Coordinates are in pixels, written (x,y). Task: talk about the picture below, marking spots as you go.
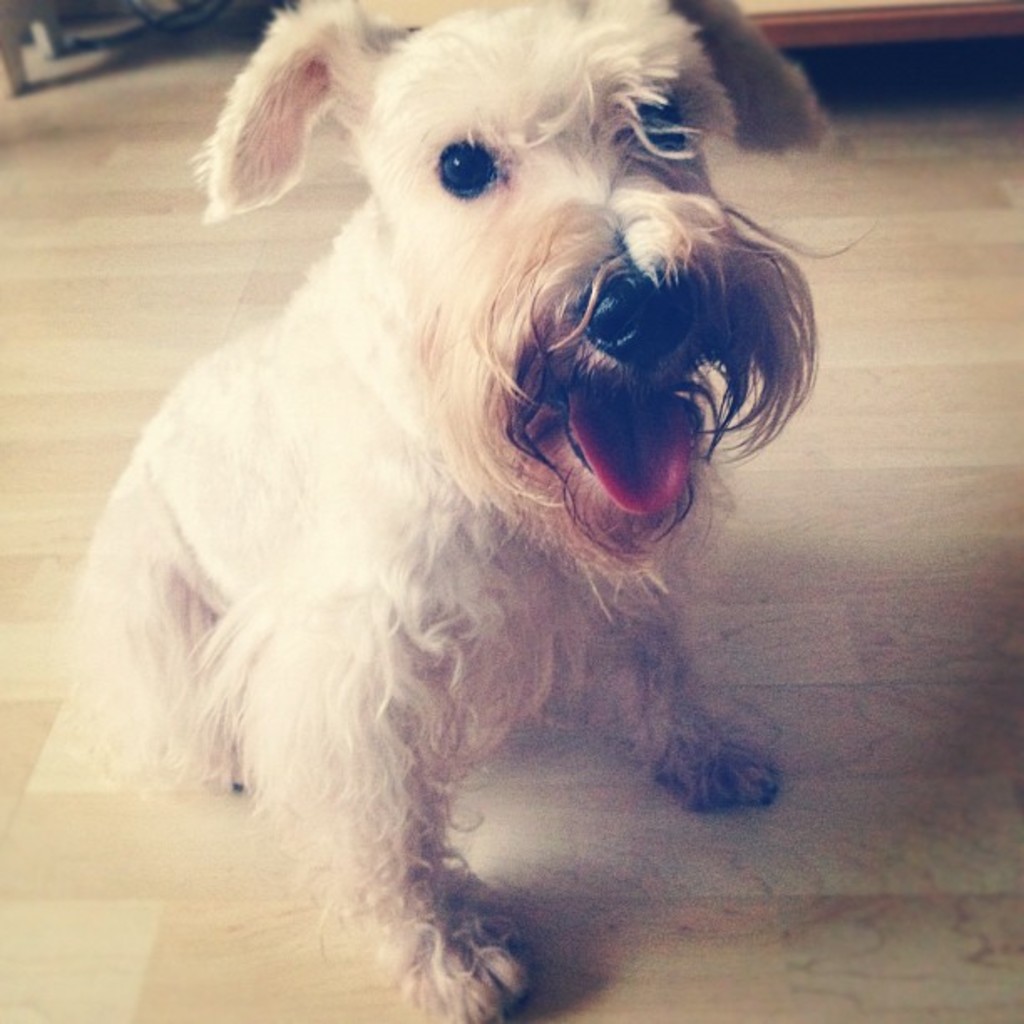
In the middle of this image (668,667), there is a white color dog (408,542) having opened its mouth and on a floor (845,792). In the background (953,50), there are other objects (11,17).
